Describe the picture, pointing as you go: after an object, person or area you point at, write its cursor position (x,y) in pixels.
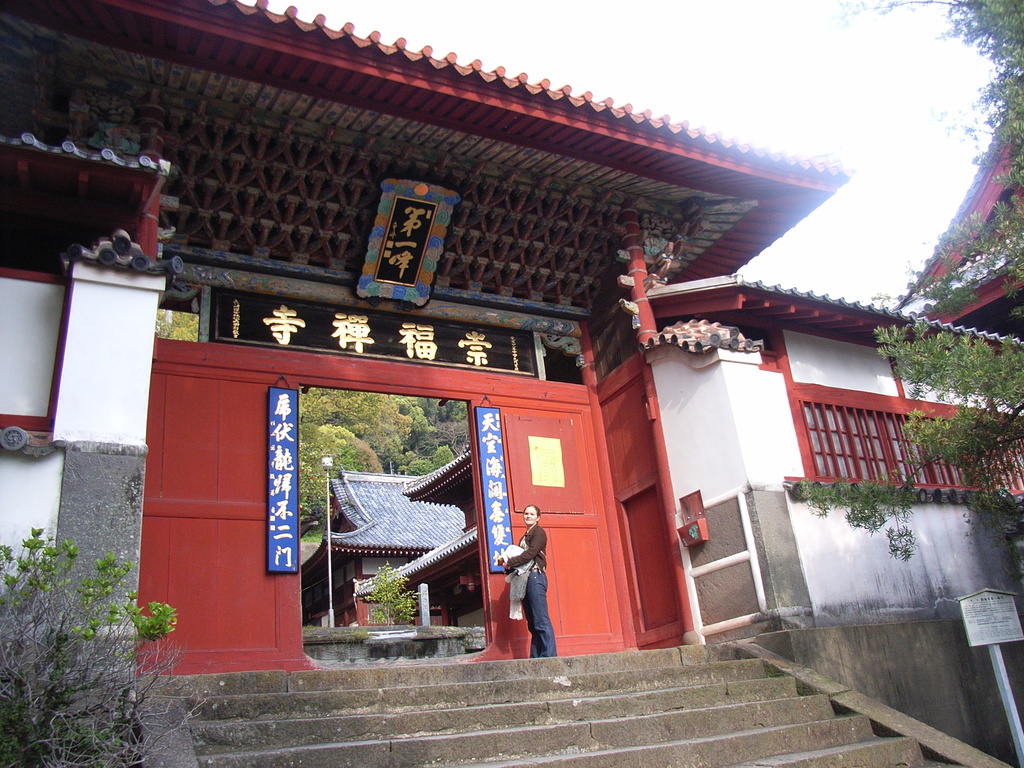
In this image we can see stairs (556,705), plants (39,701), board (997,627), a person (537,639) standing here, wooden gate (587,509), house (141,416), trees (974,353) and sky (907,275) in the background (916,266).
